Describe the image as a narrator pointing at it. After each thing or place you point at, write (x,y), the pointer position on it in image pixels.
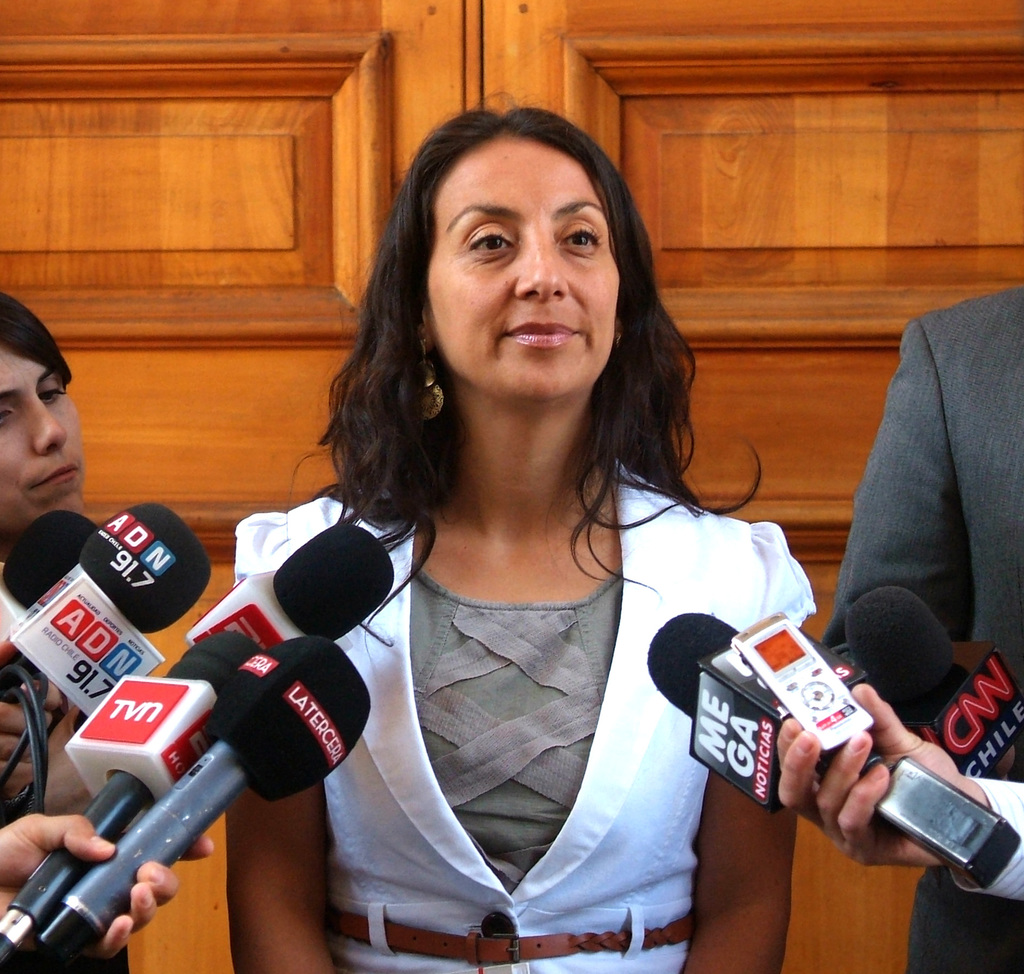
At the center of the image (399,623) there is a girl (470,710) standing with a smile, in front of the girl (448,285), there are some mike's (730,725) held by other persons (941,760). In the background (367,91) there is a wooden wall (754,221).
